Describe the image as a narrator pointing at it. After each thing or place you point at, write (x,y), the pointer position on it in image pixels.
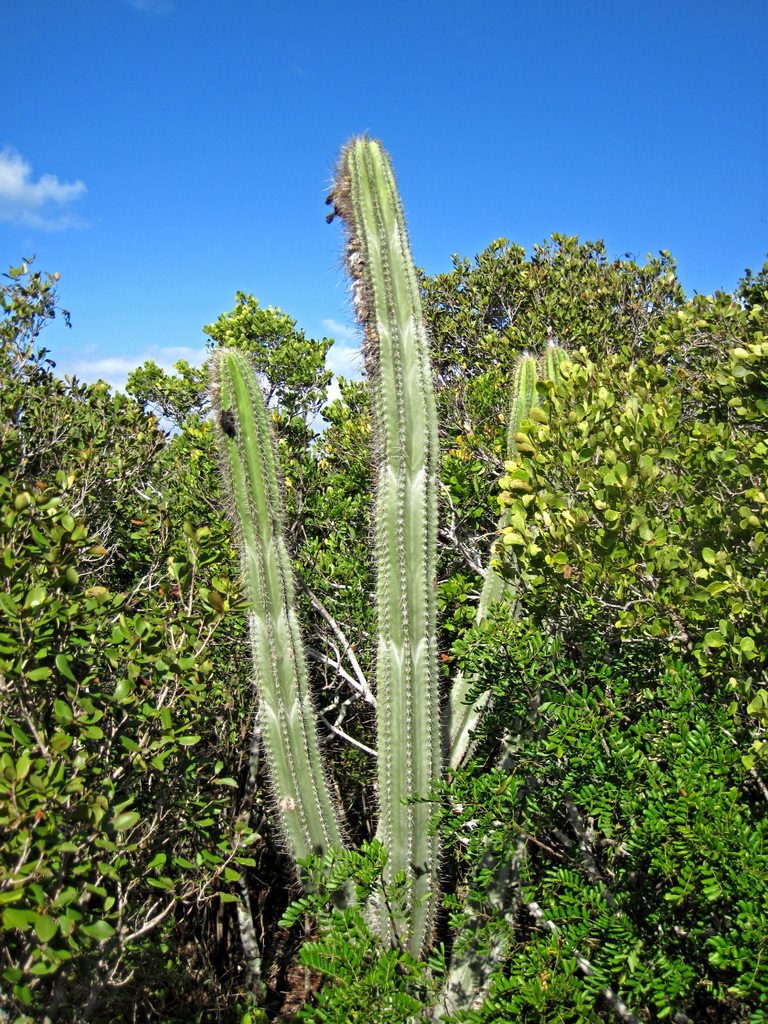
In this image I can see few plants (401,791) in green color, background (8,236) I can see the sky (186,184) in white and blue color.
